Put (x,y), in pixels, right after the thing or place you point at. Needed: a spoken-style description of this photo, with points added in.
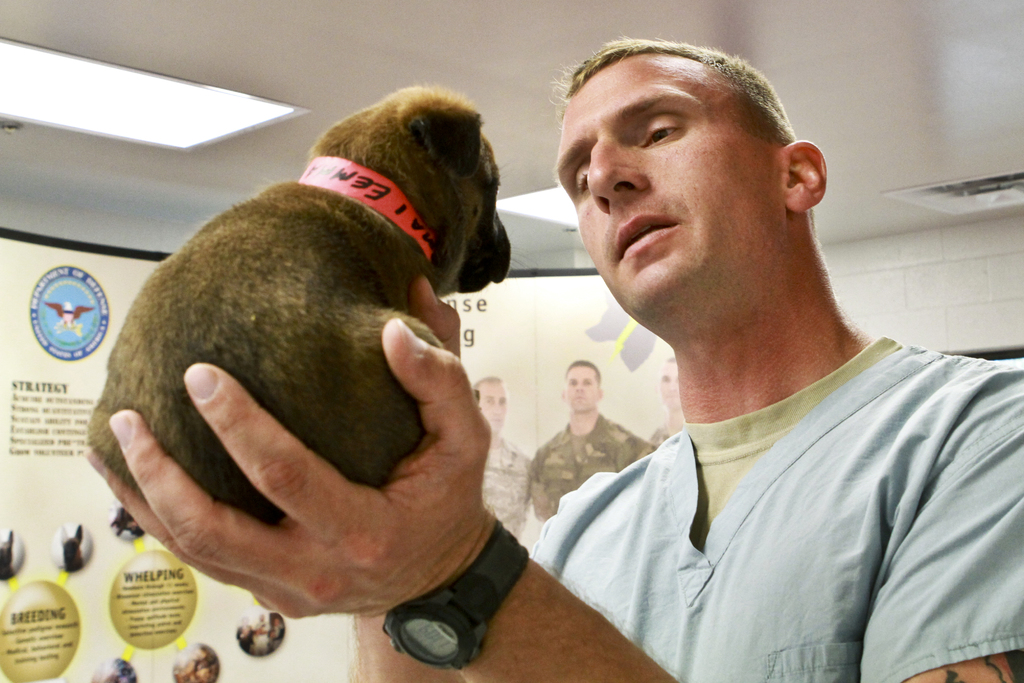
The person (884,482) wearing blue shirt (851,527) is holding a puppy (408,421) in his left hand (445,445).
